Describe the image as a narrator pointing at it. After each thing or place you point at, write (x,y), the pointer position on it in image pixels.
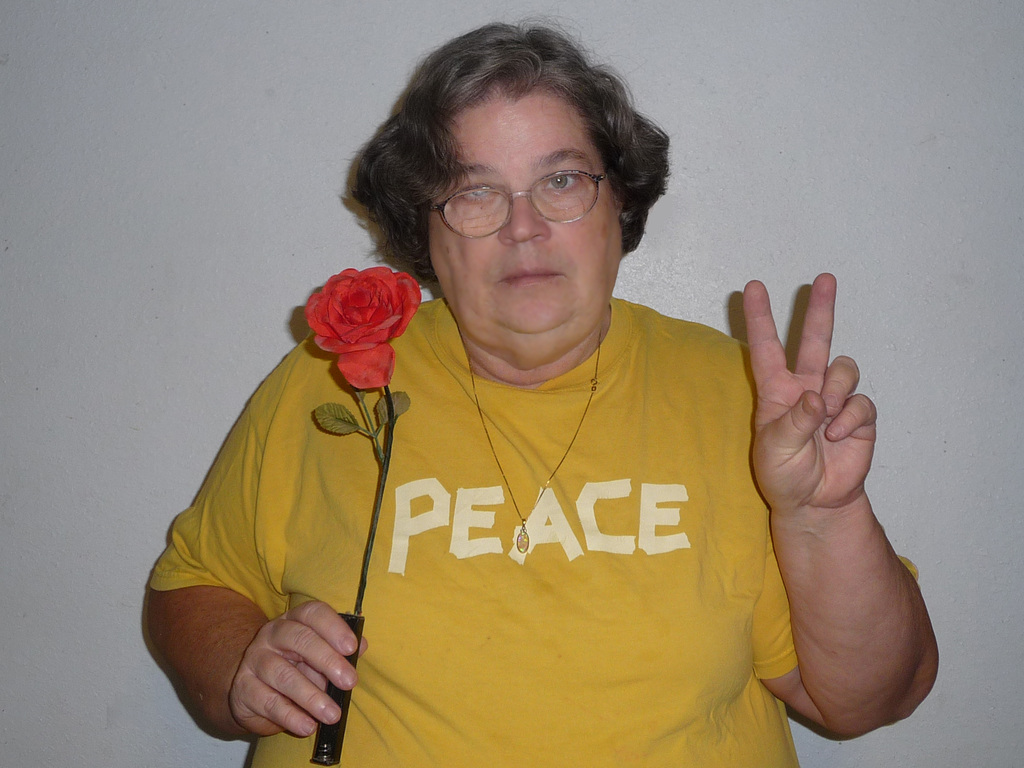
In this image see a woman (518,439) is standing and holding a flower (328,342) in the hand (350,678). The woman (462,474) is wearing a yellow color t-shirt (566,630), a necklace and spectacles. In the background (158,304) I can see a white color wall (143,268).
